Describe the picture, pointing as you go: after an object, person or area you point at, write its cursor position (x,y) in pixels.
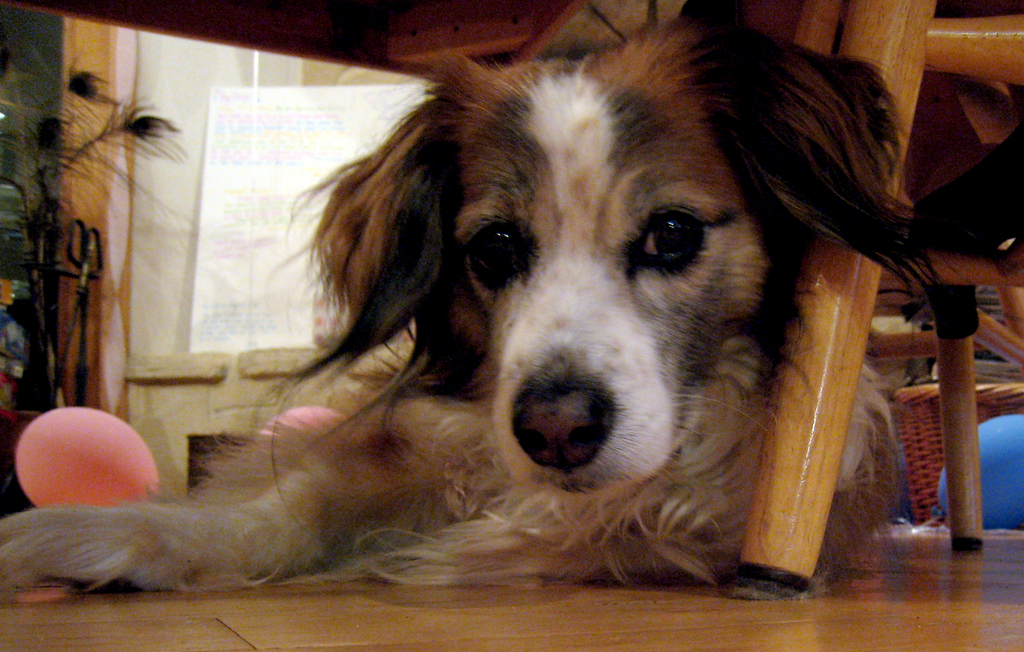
In this image I can see a dog (529,432) on the floor (368,590). On the right side (778,510) there is a chair (790,516). At the top (413,33) I can see a wooden plank (299,49), it seems to be a table (382,14). On the left side (71,446), I can see few balloons (116,452) on the floor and a table (145,361) on which a white color board (262,198) is placed and also I can see few feathers (51,151) of peacock (42,180).
